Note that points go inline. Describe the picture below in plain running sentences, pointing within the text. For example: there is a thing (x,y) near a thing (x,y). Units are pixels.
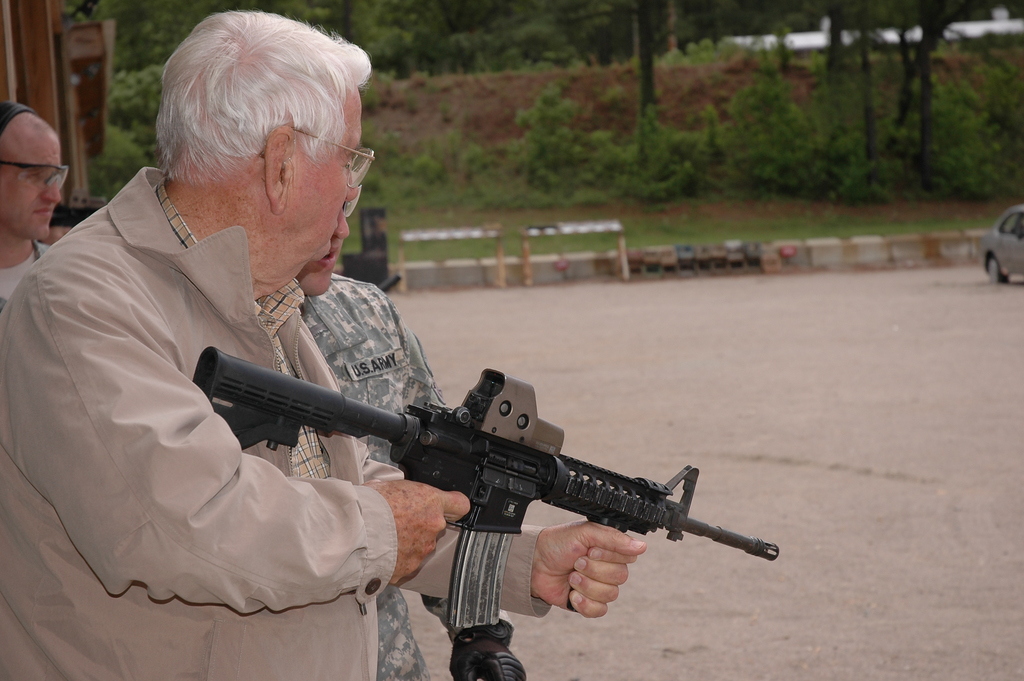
In this image I can see people (165,286) among them a man (302,496) is holding a gun (464,482). Here I can see a car (1001,246) on the ground (1012,318). In the background (664,136) I can see trees (646,113), plants (613,150) and some other objects (560,267).
